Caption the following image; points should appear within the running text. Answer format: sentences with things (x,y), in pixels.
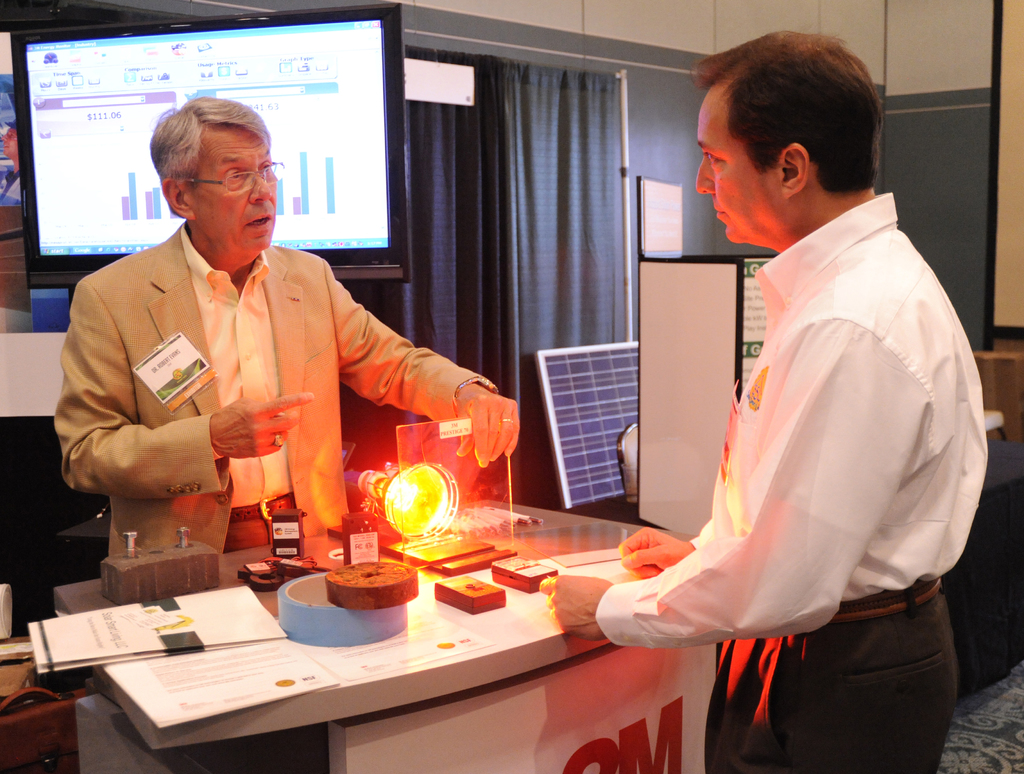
As we can see in the image there are curtains (578,248), wall (960,13), screen (328,57), two people (151,400) standing over here and a table (458,623). On table (483,576) there is light (428,512), papers (234,672) and here there is a banner (748,345).
